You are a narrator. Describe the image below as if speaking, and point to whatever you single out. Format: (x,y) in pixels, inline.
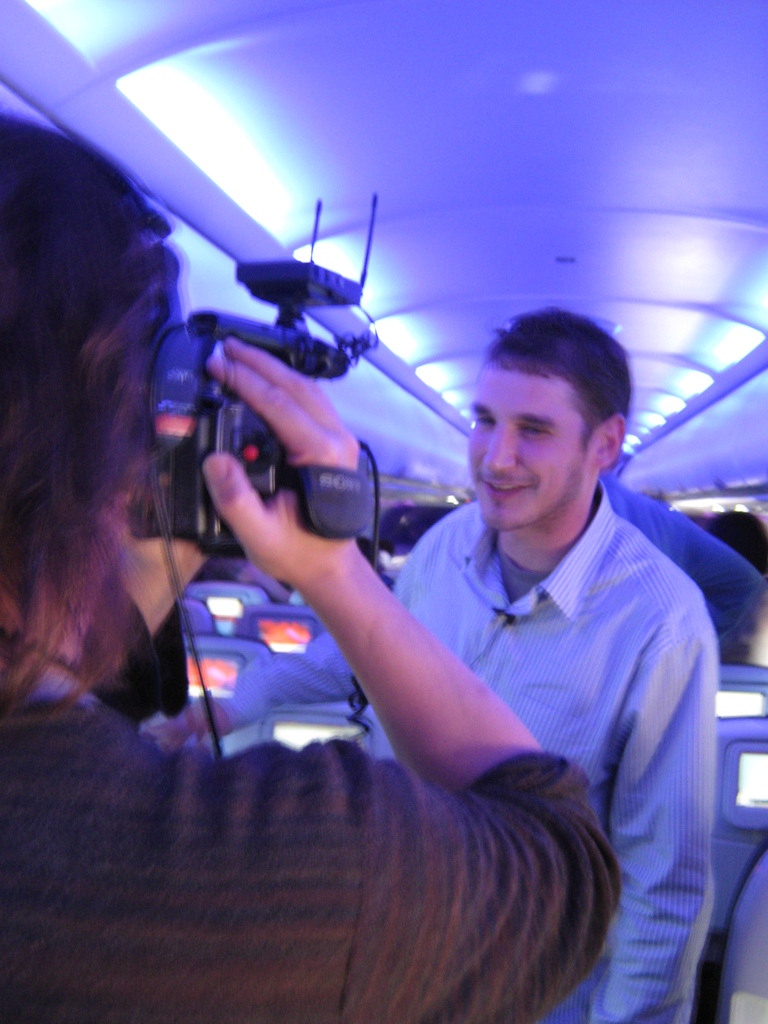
In the center of the image (484,544) a man (528,552) is standing. On the left side of the image (172,560) a person (164,621) is standing and holding a camera (244,407). In the background of the image (500,182) screens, roof (494,234) are present.
